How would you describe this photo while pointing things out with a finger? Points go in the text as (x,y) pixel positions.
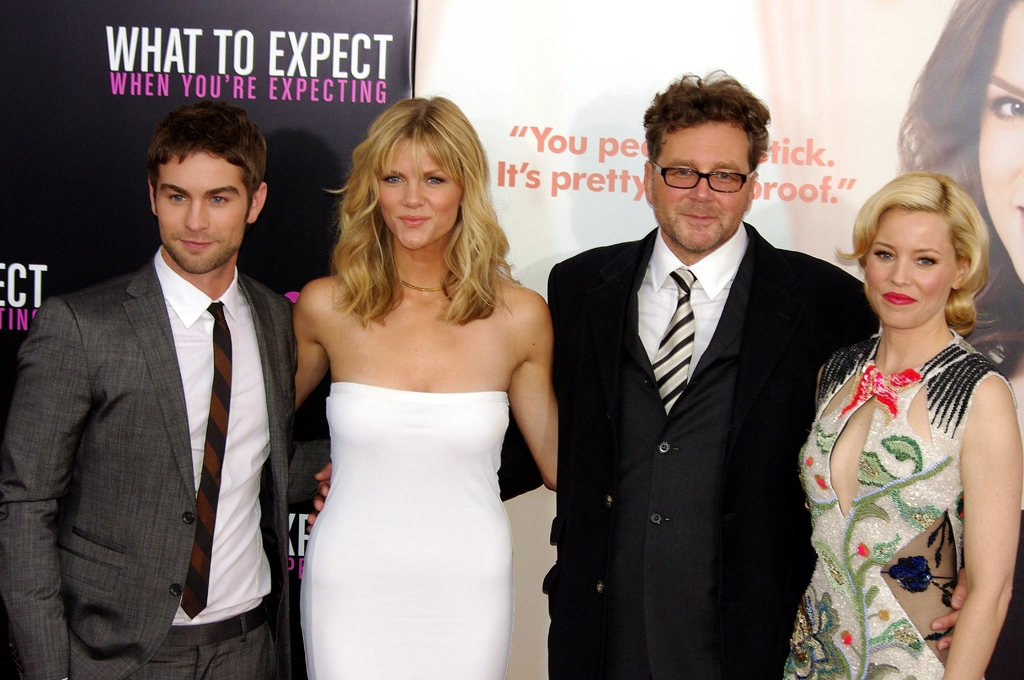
In this picture we can observe four members (356,235). All of them are smiling. Two of them are men (648,422), wearing coats (597,438) and the other two are women (454,360). In the background (324,235) we can observe black and white color posters (484,59).
